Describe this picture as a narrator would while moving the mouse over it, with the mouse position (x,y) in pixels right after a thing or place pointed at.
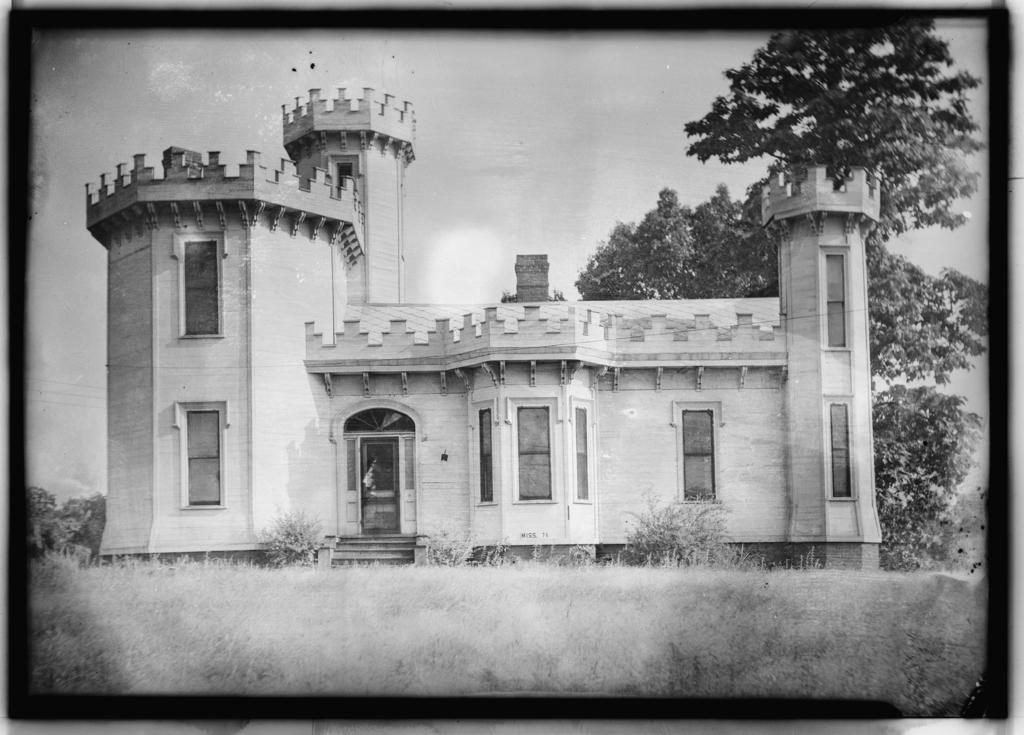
This is the picture of a frame where there are few trees (952,456), grass (353,629), a building (373,399) and some clouds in the sky (59,406).
